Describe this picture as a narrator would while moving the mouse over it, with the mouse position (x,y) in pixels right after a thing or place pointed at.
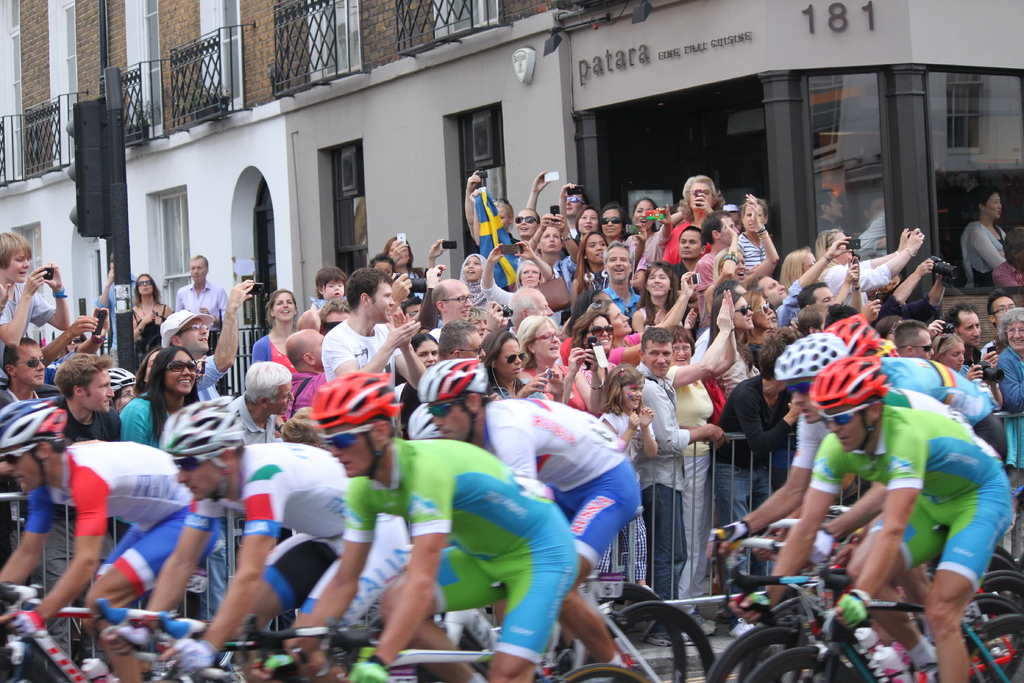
Here we can see crowd (483,285). These people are sitting on bicycles (447,662). Background (252,245) there is a building (207,240). Few people (884,259) are holding mobiles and cameras (934,272).
